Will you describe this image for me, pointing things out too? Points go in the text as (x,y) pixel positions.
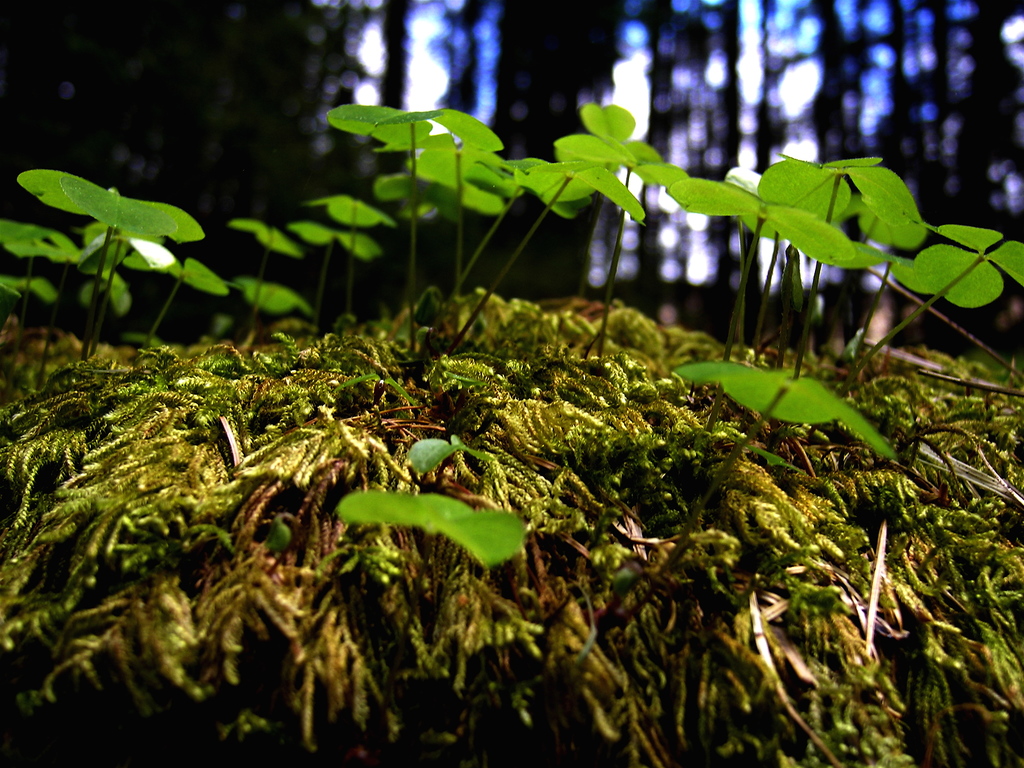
In this image I can see grass (389,345) and I can see leaves (145,232).
